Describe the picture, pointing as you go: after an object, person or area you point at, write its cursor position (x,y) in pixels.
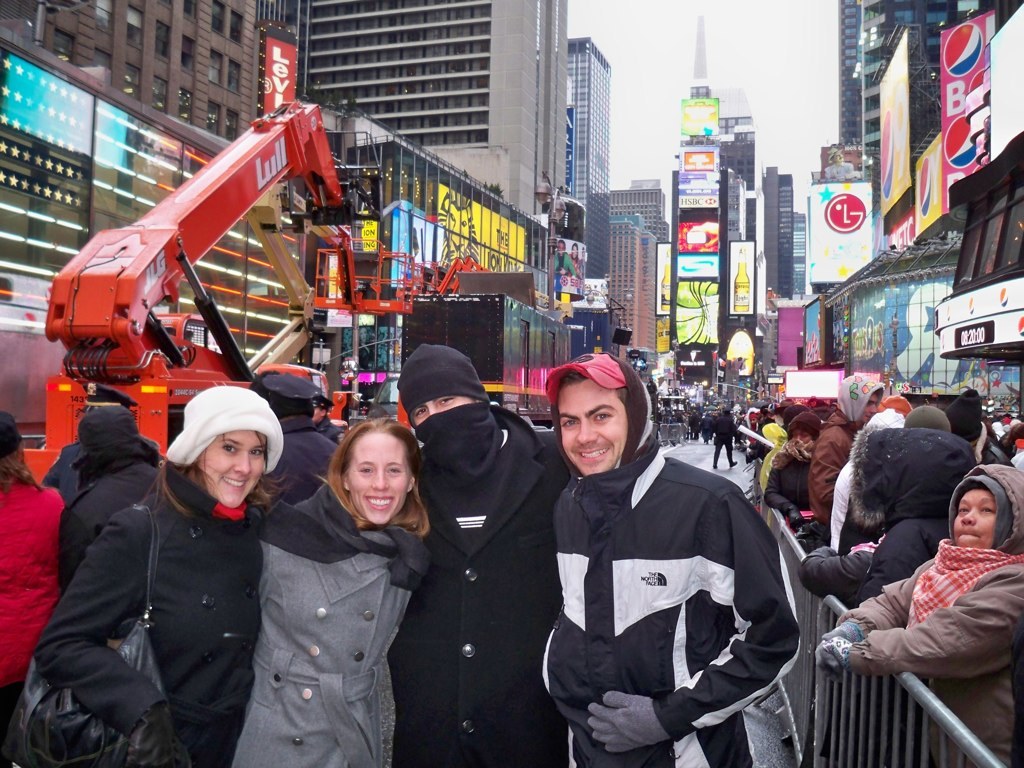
In the image there are few people (413,598) in the foreground (508,594) they are posing for the photo and behind them there is a crane (229,146) and also crowd (899,527) beside the road (735,446). Around the road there are buildings (558,109) and shopping malls (93,183).
